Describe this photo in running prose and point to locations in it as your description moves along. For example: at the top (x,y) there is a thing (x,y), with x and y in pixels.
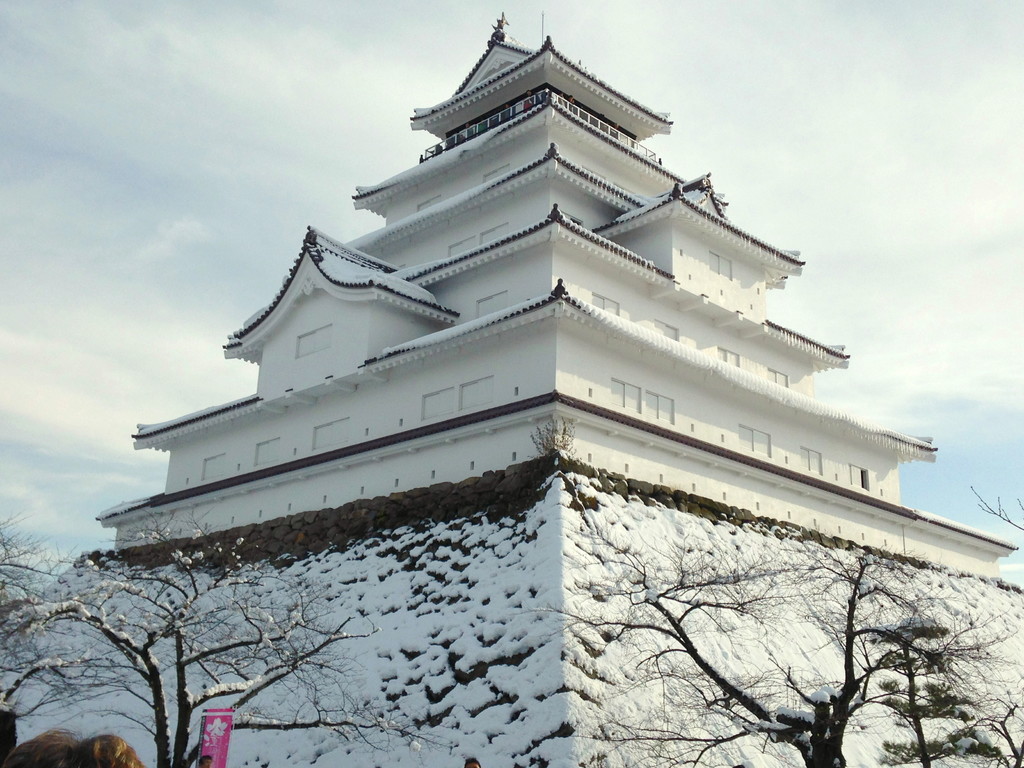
In this image, we can see building (510,278) and trees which are covered with snow (598,570).
